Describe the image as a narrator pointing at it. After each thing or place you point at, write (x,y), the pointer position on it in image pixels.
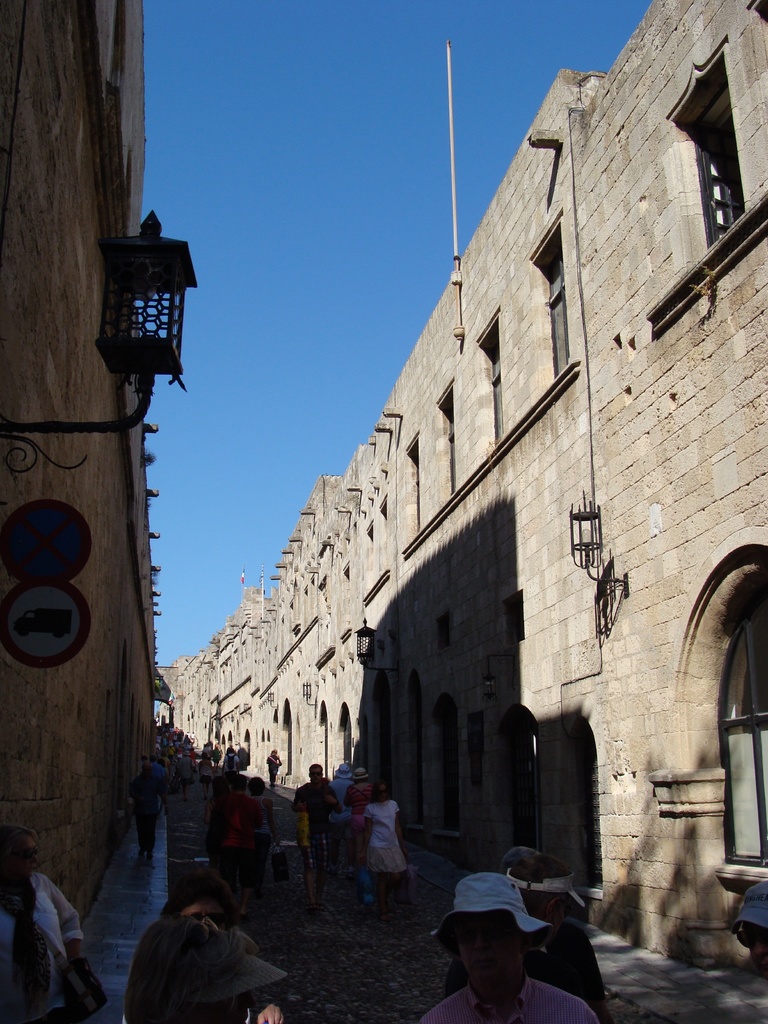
In this image I can see few buildings (633,445), windows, lights (597,514), poles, signboards (72,528) and few people (258,1014) are walking on the road (445,913). The sky (360,308) is in blue color.
